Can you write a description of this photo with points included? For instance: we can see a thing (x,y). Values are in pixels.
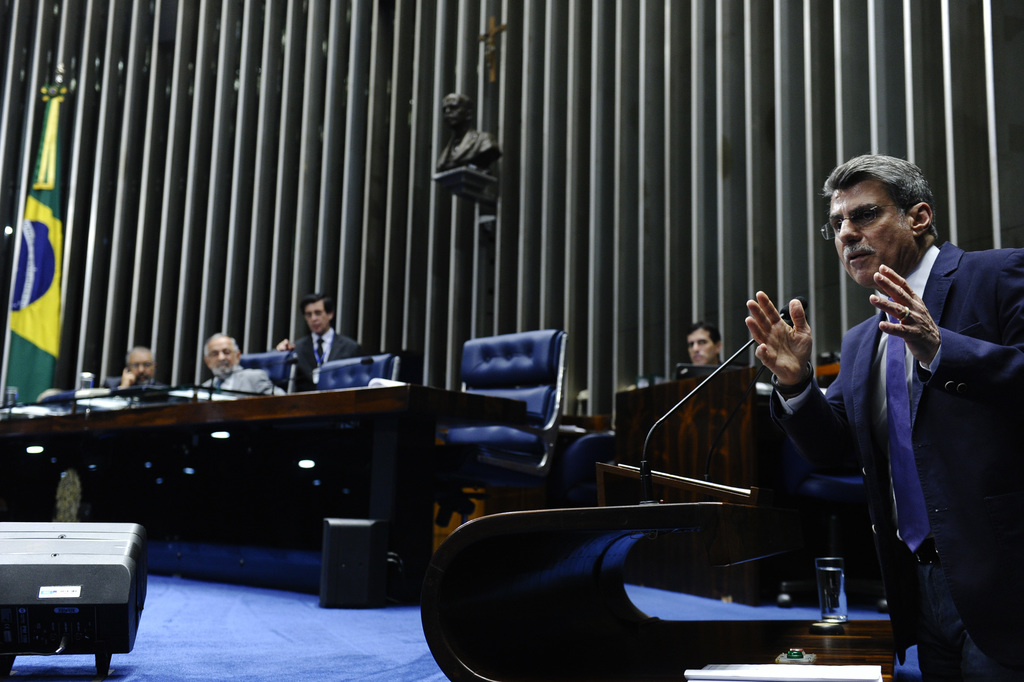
In this picture to the right side (953,378) there is a man (886,357) who is wearing a blue suit (856,385) and a tie (897,372) is standing. There is a glass (820,603) on the table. There is a mic (786,304). There is a flag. In the middle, there are three people (118,377) two persons (224,353) are sitting on the chair (244,356) and a person (321,331) who is wearing a black suit (309,355) is standing. At the top (474,136), there is an idol (453,139). There is a blue carpet (216,622).
